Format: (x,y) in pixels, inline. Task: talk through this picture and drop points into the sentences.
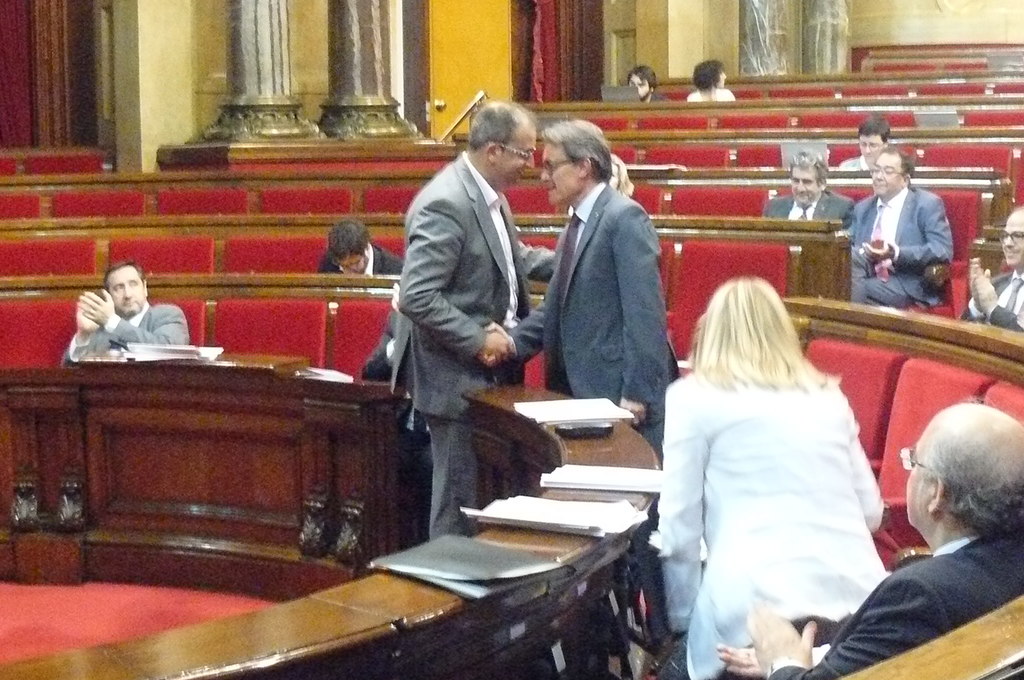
In this image, we can see some people (806,193) sitting, and some are standing and there are papers (536,522) on the table (524,539). In the background (751,42), there are pillars (767,40).
